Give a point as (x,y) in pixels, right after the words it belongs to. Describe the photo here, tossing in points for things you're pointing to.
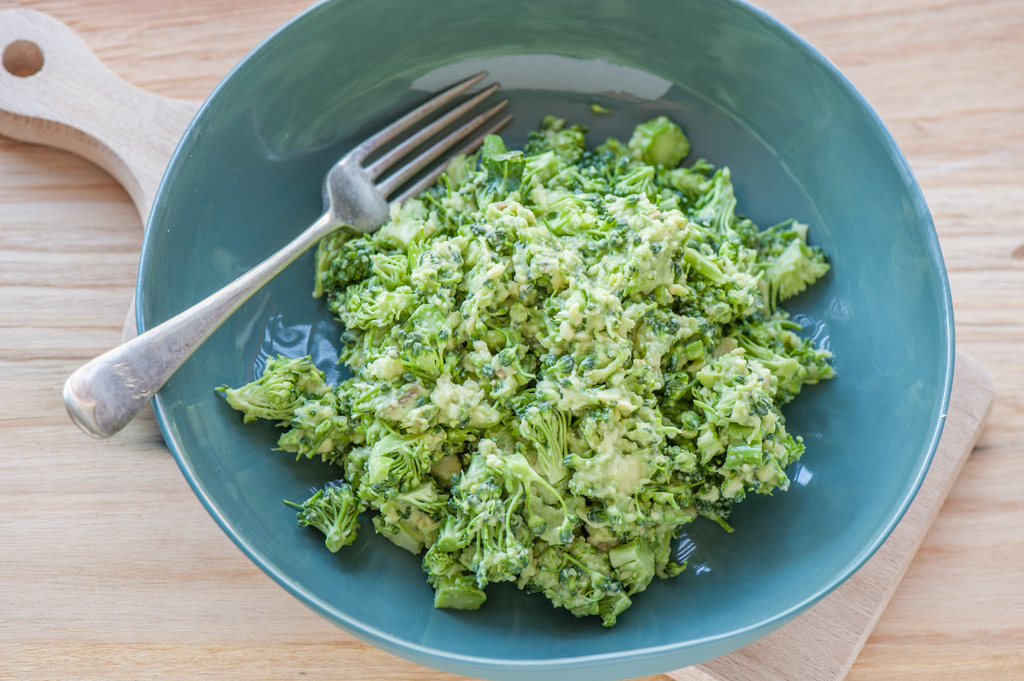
In this image I can see the food (441,547) in the bowl (768,516) and the food (502,462) is in green color and I also a fork (355,161) and the bowl (219,431) is on the wooden surface (210,588).
